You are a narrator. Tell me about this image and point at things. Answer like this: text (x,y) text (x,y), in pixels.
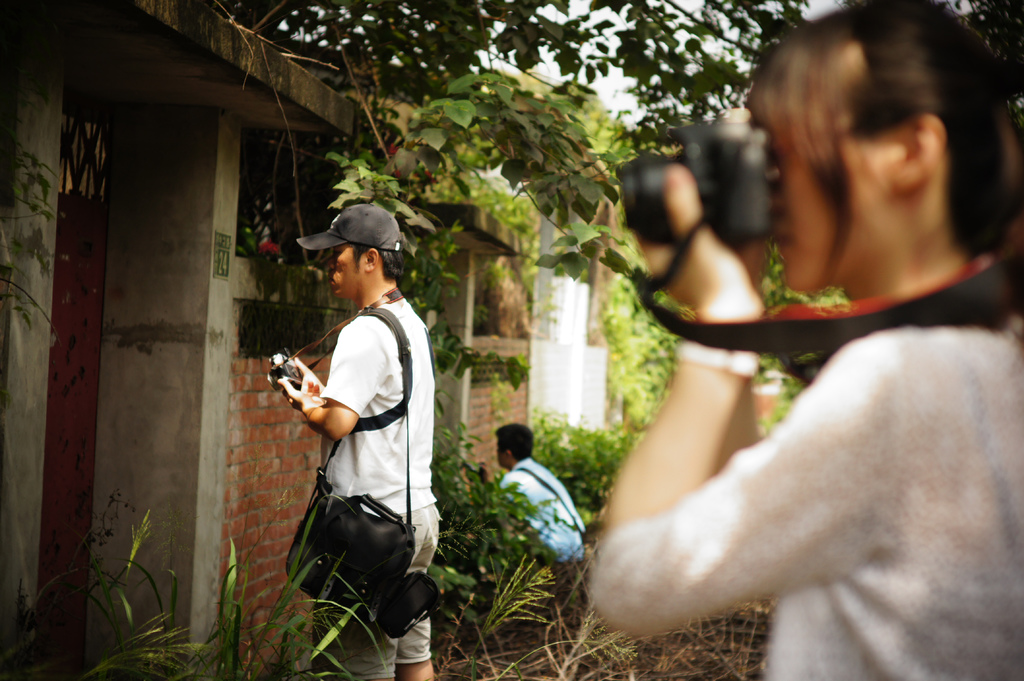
In this image, in the front (671,419) there is a woman (881,467) standing and holding a camera (709,191) and clicking a photo. In the center (356,387) there is a man (365,372) standing and holding a bag (358,503) which is black in colour and holding a camera (298,371) and wearing a black hat (373,245) and there are plants (487,592) in the center (597,447). In the background (581,454) there are plants (569,458) and there is a person (530,475) and there are buildings (562,324).
